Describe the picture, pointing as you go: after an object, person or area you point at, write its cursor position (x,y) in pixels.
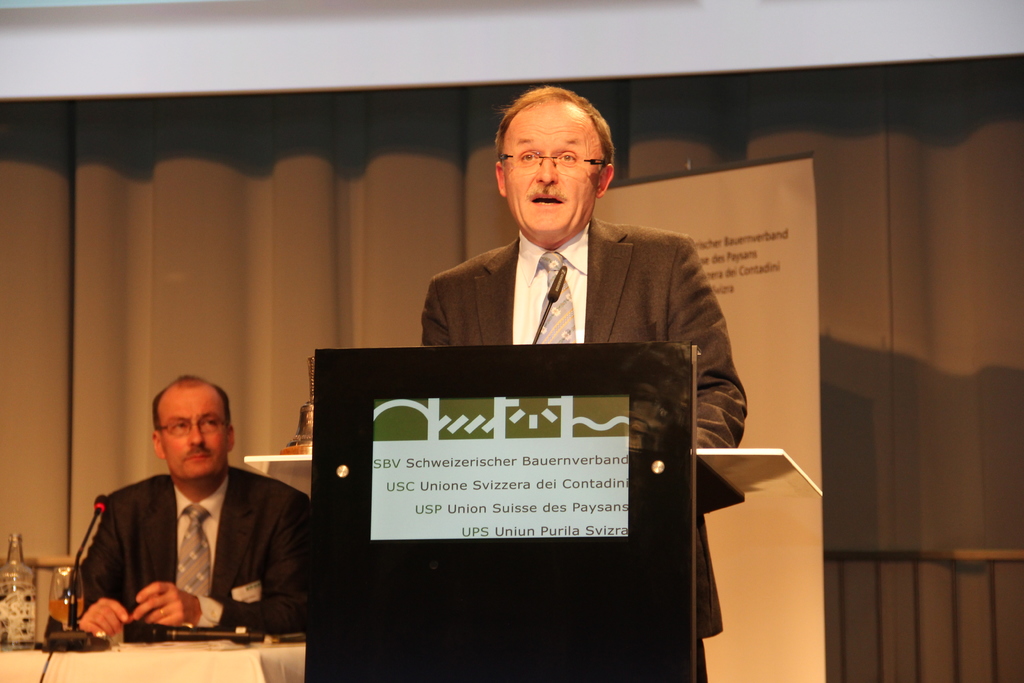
In this image we can see a man (432,277) is standing, he is wearing the suit (605,275), here is the podium (593,406), here is the hoarding (578,441), beside here a man (211,394) is sitting, in front (48,666) here is the table (152,655), and microphone (53,630) on it.
